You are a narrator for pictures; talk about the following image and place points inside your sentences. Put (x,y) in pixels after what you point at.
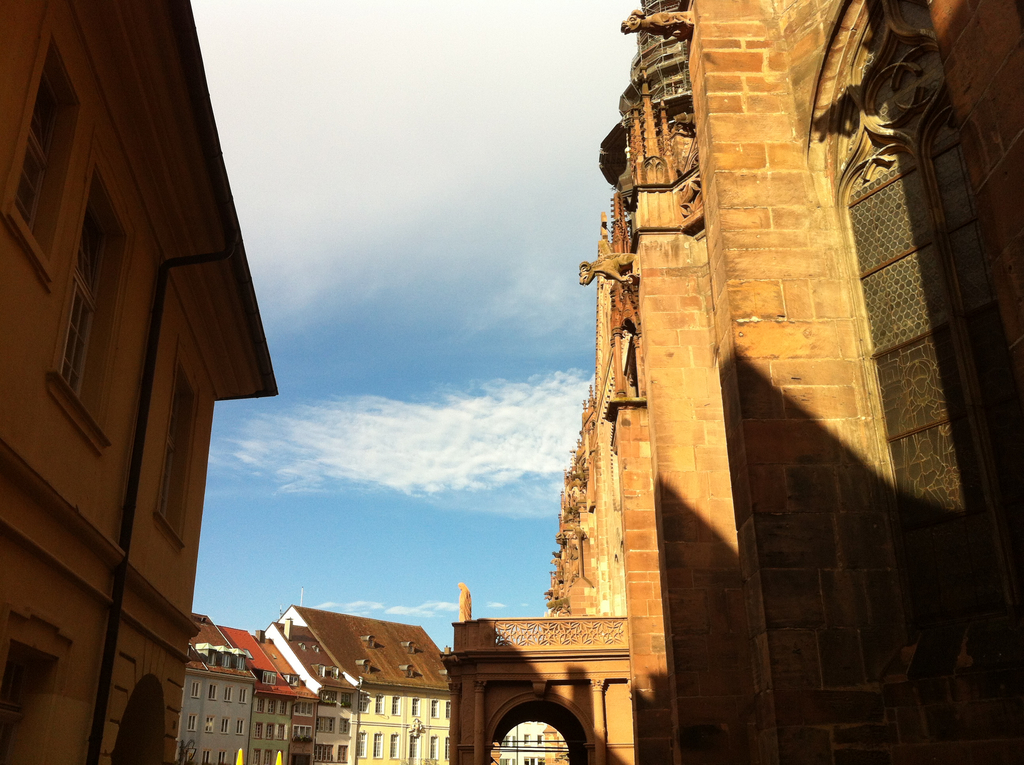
This image is taken outdoors. At the top of the image (285,211) there is the sky (422,330) with clouds (421,173). On the left side of the image (115,547) there is a building (188,460). On the right side of the image (696,583) there is an architecture (722,249) with walls (714,300), sculptures (634,267) and carvings (527,641). In the middle of the image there are several buildings (292,694).
